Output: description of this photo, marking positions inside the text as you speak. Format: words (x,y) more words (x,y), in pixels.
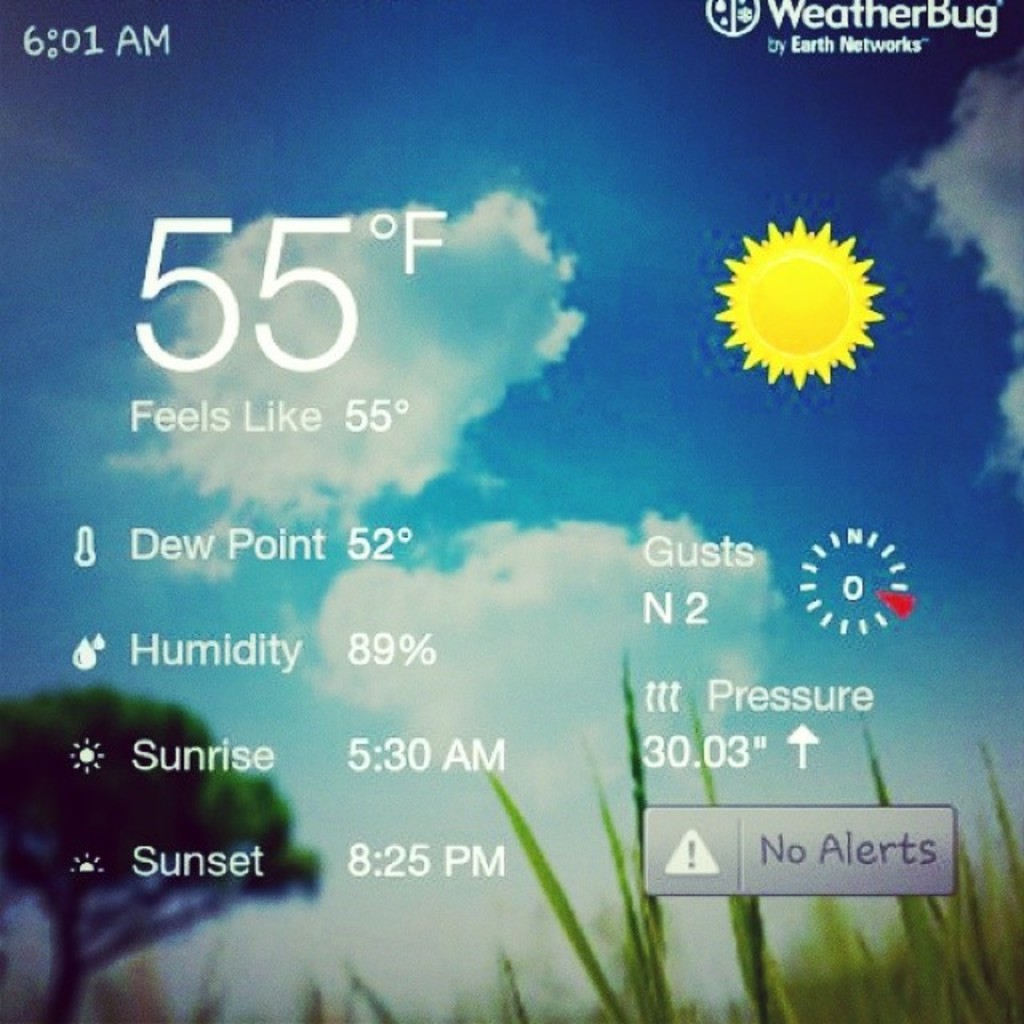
In this image we can see a blue and a slightly cloudy sky (517,468). There is an animated sun (788,334) and some text (827,846) in the image. There is a tree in the image. There is a grass (159,998) in the image.
